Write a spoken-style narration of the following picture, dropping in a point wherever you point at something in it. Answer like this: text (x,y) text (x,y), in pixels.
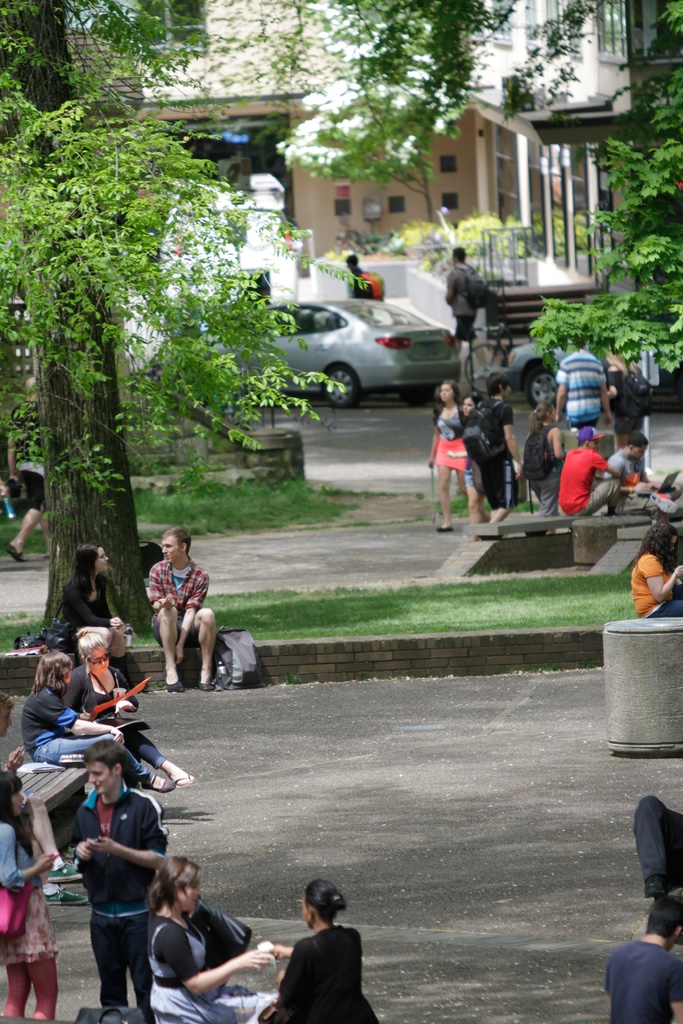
In this image we can see a few people (632,997). Here we can see two women (87,692) sitting on the wooden bench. Here we can see two people (135,863) standing on the floor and they are on the bottom left side (95,819). They are having a conversation and they are smiling. Here we can see a few people (469,408) walking. Here we can see a tree (124,111) on the left side (60,389). In the background (506,207), we can see the building (301,66). Here we can see a car (326,309) on the road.
